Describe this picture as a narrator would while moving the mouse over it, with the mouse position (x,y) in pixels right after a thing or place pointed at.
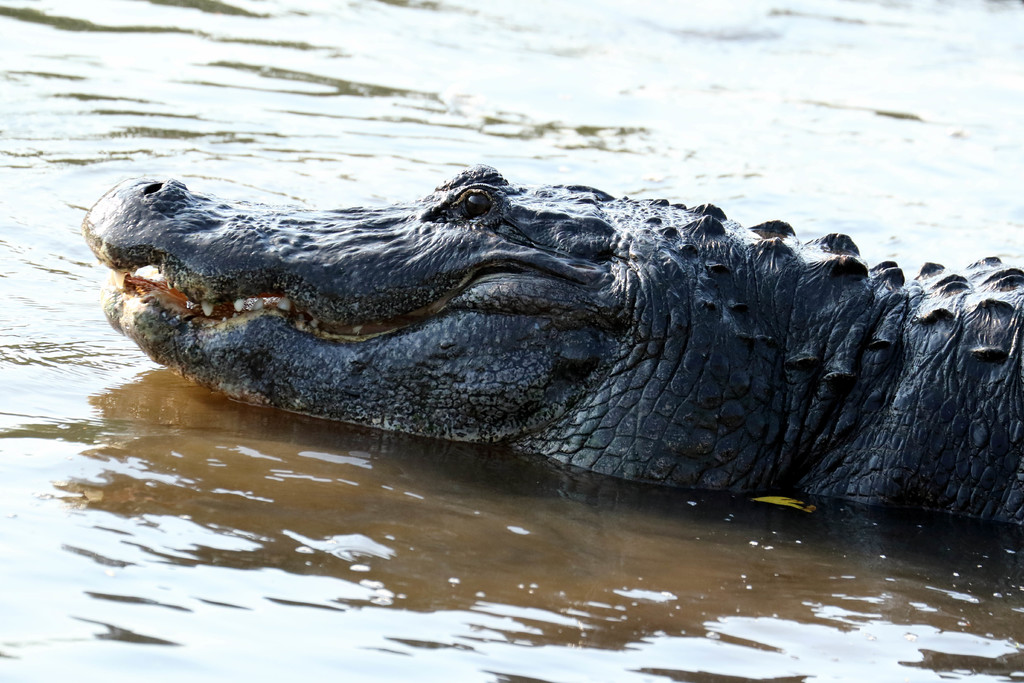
In this image, we can see a crocodile (534,416) in the water (20,476).
